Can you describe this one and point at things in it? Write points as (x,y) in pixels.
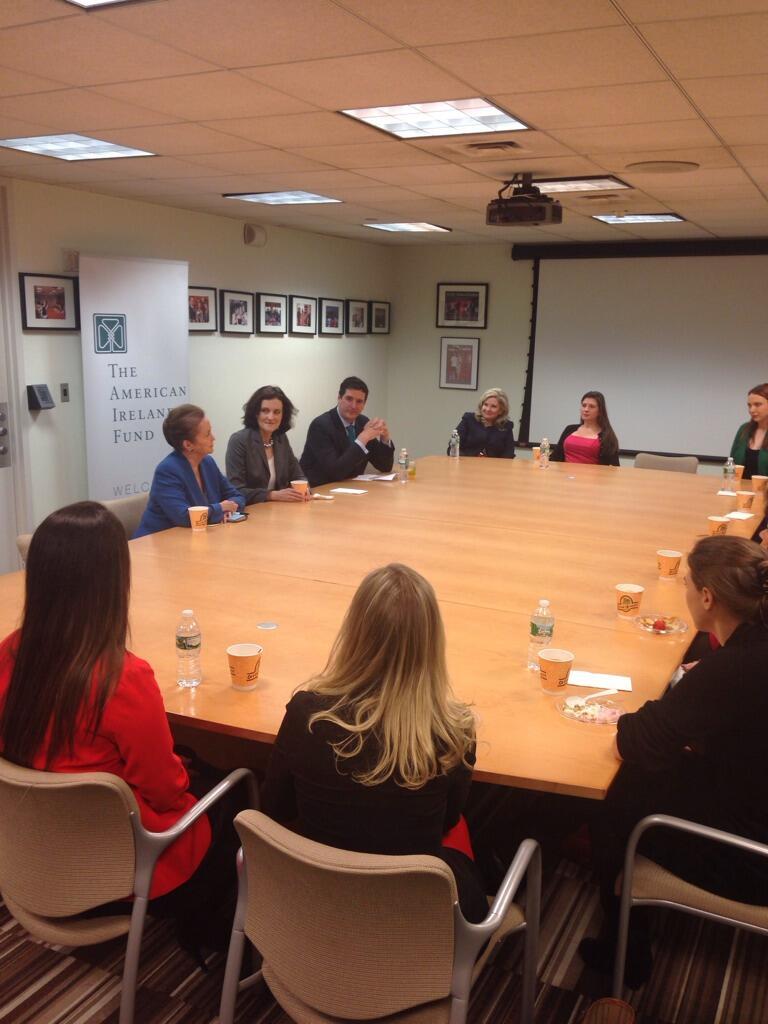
There are many persons (345,456) sitting on chairs (329,855) around a table (471,570). On the table (481,590) there are cups (739,501), bottles (179,649) and some papers (384,476). In the background (426,313) there is a wall (435,319). On the wall (401,329) there is a screen (593,310), photo frames (454,367). A banner (144,336) is over there. On the ceiling (347,156) there are lights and projector (502,219).
